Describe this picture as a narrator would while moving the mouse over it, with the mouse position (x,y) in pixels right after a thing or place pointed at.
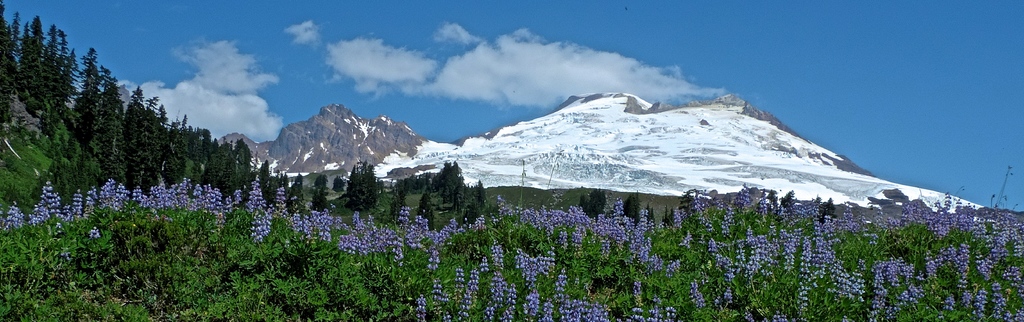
On the bottom (464,304) we can see purple color flowers (839,289) on the plants (233,241). On the left (36,76) we can see many trees (241,188). On the background (897,207) we can see mountain (329,139) and snow (645,137). On the top (478,91) we can see sky (673,69) and clouds (371,47).
